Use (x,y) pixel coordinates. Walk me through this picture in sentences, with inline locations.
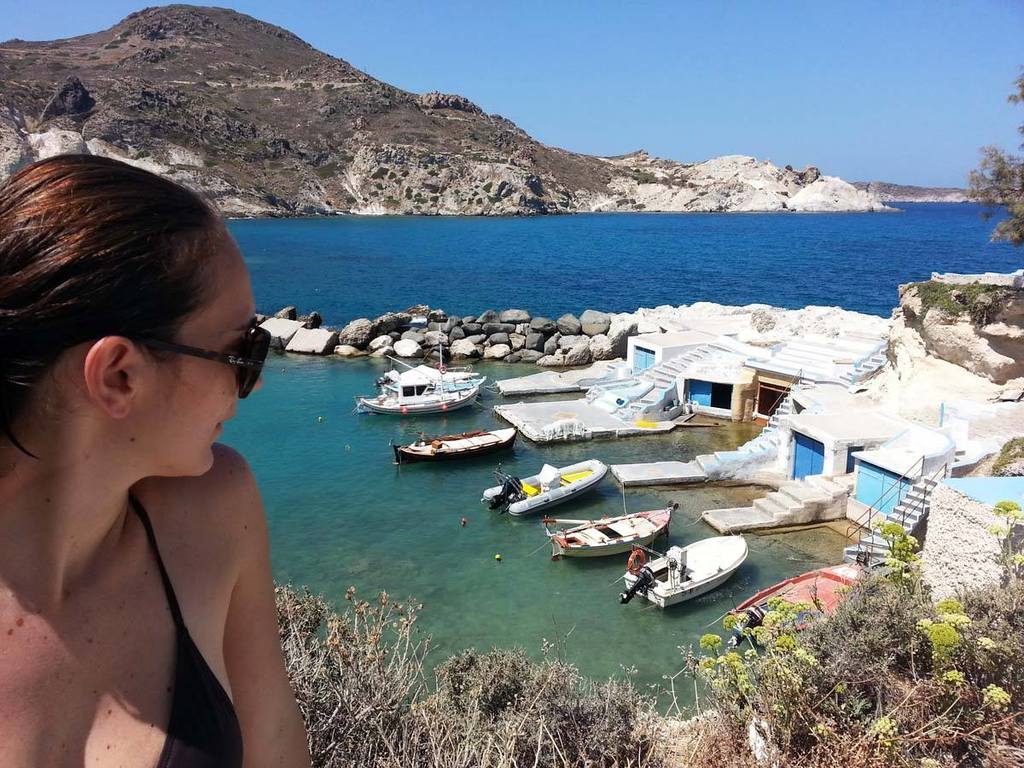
In this image we can see a woman (191,427) wearing glasses (238,385). We can also see the plants (855,645) and also a tree (1005,236). In the background (574,334) we can see the rocks (504,313) and also boats (557,488) on the surface of the sea (487,257) and stairs (673,365) and houses (829,447). We can also see the hill (552,168). Sky (751,72) is also visible.
